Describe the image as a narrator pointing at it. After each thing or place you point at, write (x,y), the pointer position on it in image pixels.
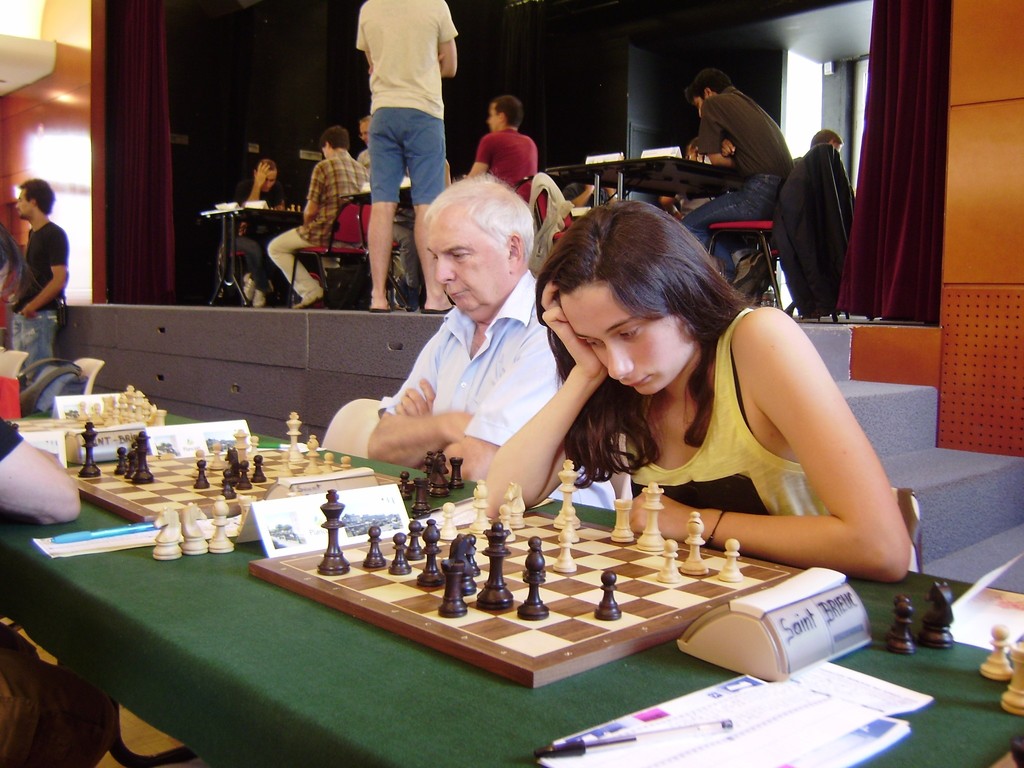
In this image I see 3 persons (10,285) and they are sitting on the chairs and there is a table (137,430) in front of them and there is a chess board (318,593) and few chess coins (433,548) on it. In the background (766,275) I see few people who are sitting on the chairs (846,197) and there are tables (246,210) over there too.
